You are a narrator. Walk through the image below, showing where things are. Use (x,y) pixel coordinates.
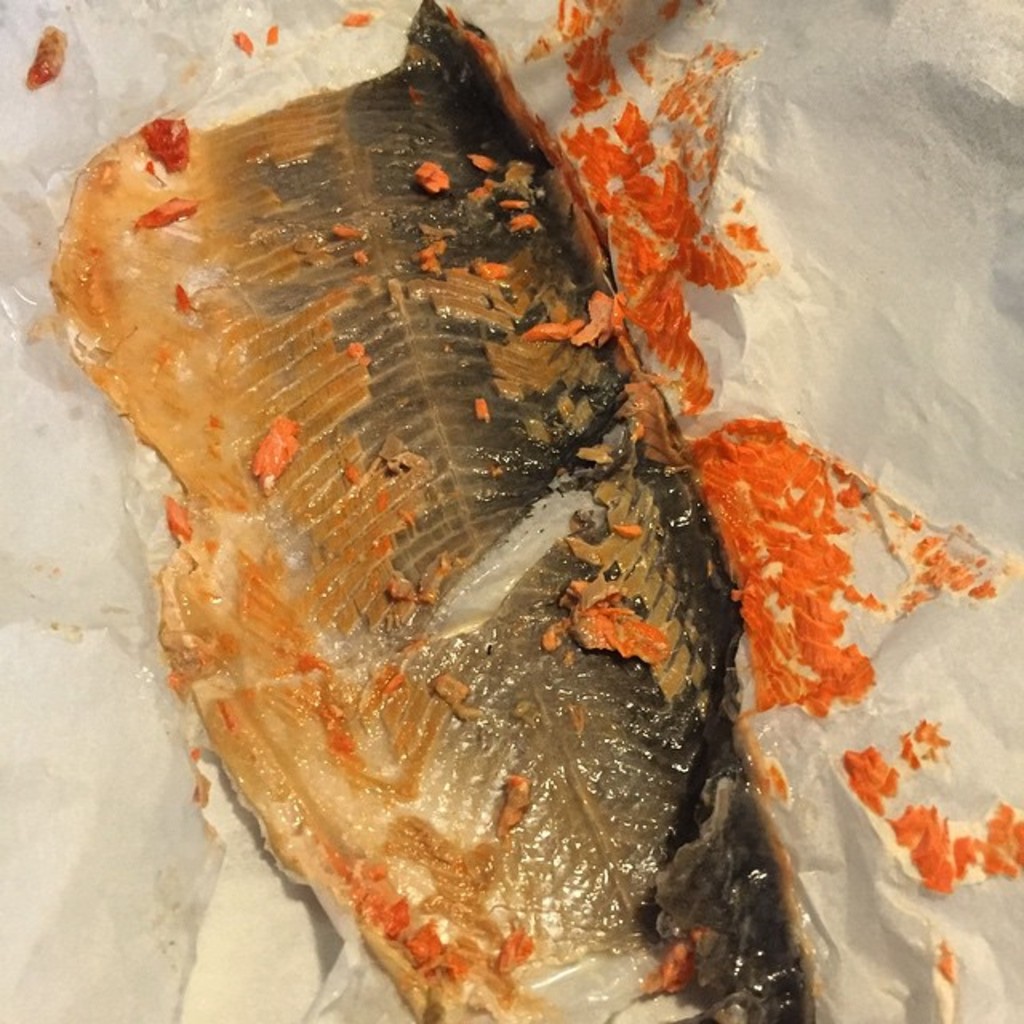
In this picture we can see a fish (567,617) here, at the bottom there is a paper (874,249).
